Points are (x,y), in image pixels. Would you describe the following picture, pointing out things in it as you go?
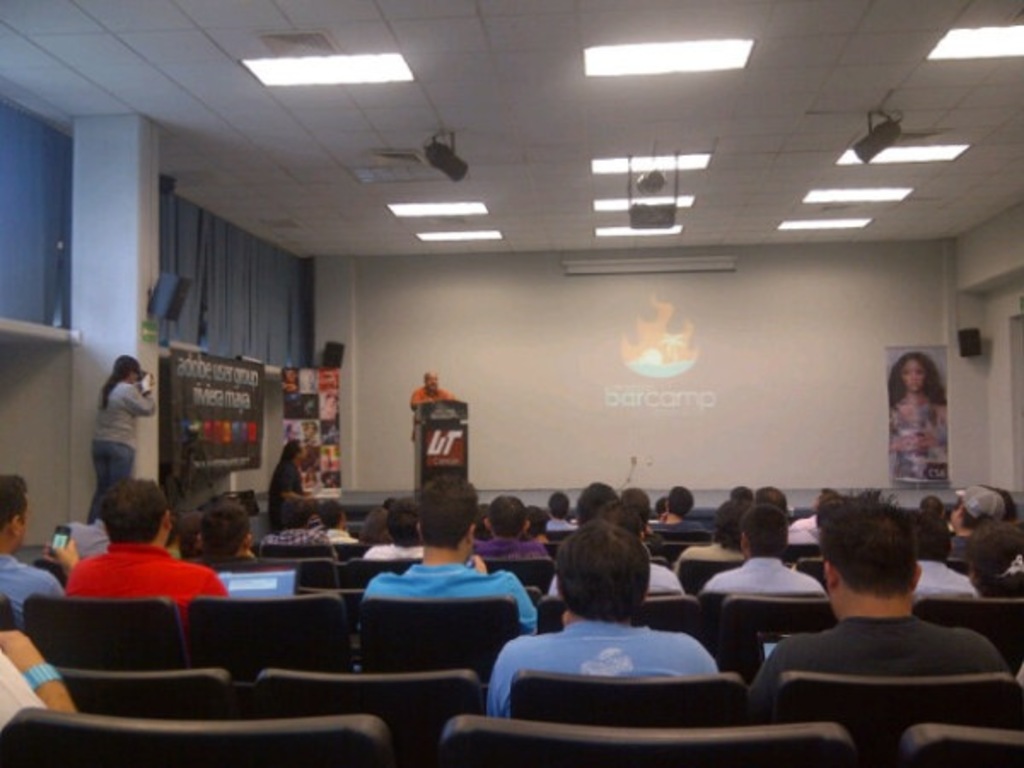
In this image I can see a group of people (415,583) are sitting on the chairs (490,600). In the middle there is a man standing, near the podium (449,429), there is the projector screen (696,376). At the top (588,66) there are ceiling lights (588,66), it looks like an auditorium (720,130).
